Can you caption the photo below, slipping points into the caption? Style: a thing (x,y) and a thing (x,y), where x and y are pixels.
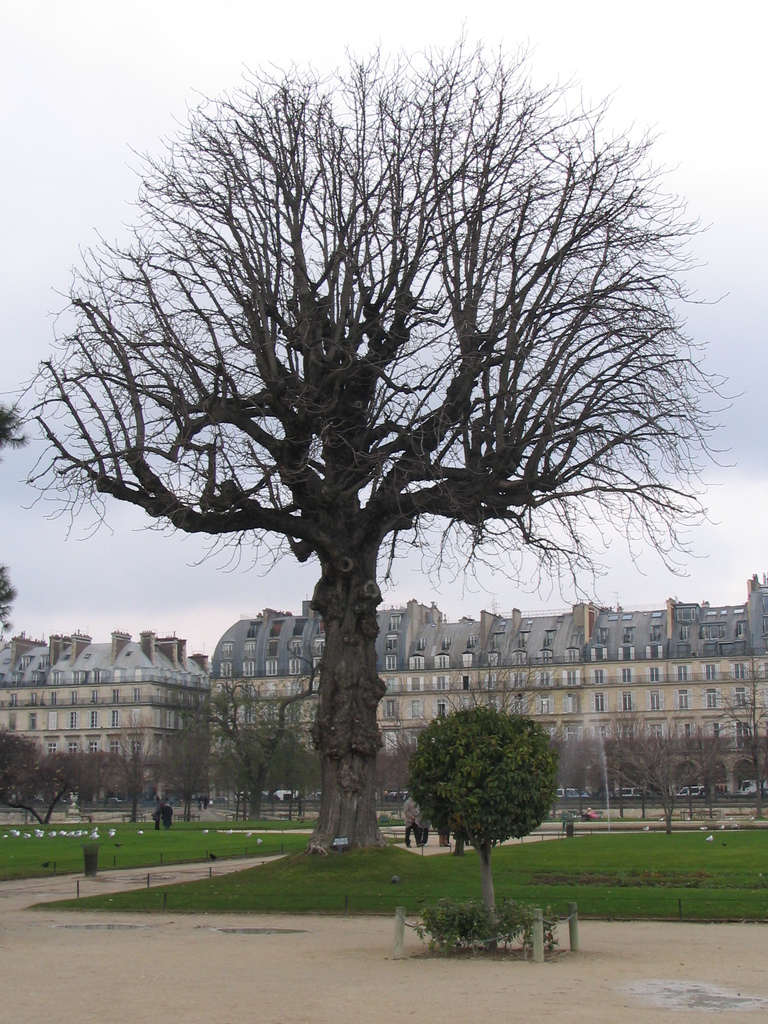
In this image I can see trees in green color. Background (640,704) I can see few persons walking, dried trees (318,428), building (628,659) in cream color and sky (694,83) in white color.
